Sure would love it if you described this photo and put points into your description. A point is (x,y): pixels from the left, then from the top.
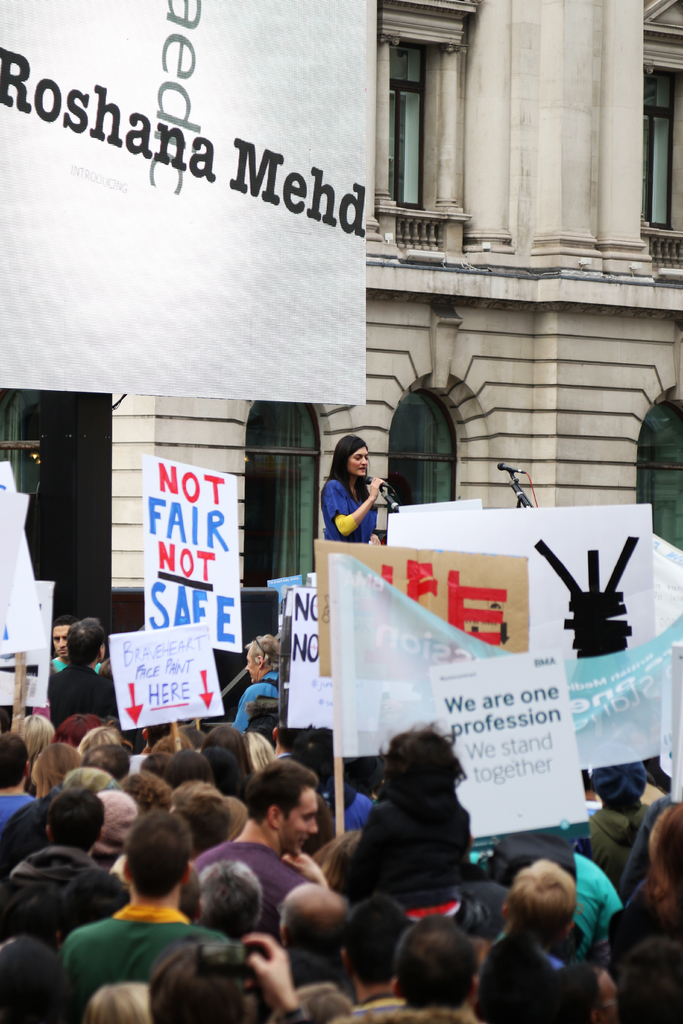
At the bottom of the image (498,934) few people (23,961) are standing and holding some banners (206,614). In the middle of the image (372,540) we can see two microphones (385,487) and a woman (353,472) is standing and holding a microphone (369,479). Behind them we can see a buildings (387,109). In the top left corner of the image (111,337) we can see a banner (296,288).
